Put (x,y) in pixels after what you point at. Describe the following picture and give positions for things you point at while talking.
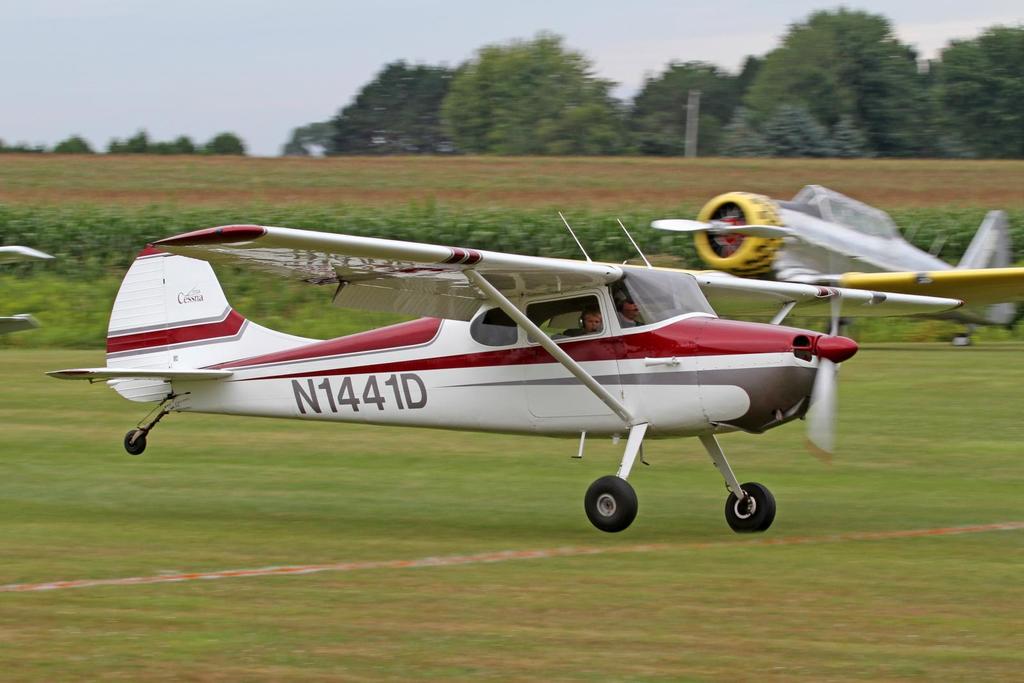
In this image we can see a white color aircraft (950,301). The background of the image (950,238) is slightly blurred, where we can see another aircraft (728,251), plants (562,231), trees (444,123) and the sky (270,136).
